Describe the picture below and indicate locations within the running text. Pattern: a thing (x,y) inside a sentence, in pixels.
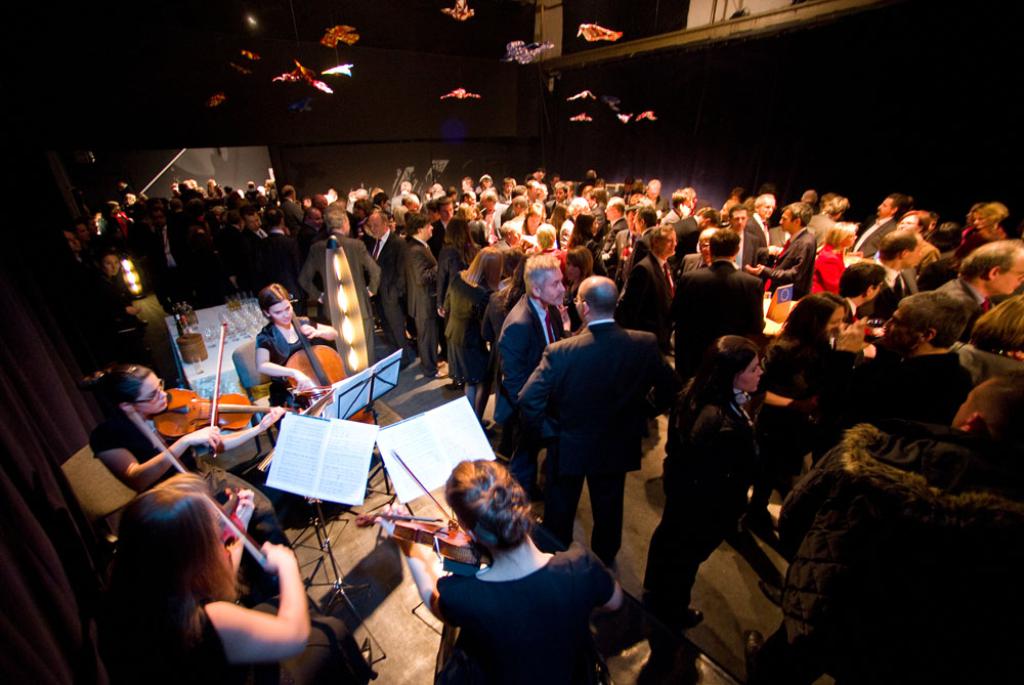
In the image there are many people (612,320). In the left side (146,511) few musicians (155,481) are playing violin (456,554). In front of them there are music notes (327,446) which is attached on a stand (348,590). There is purple curtain (35,338) in the left side (11,477). In the right side (832,502) people (446,218) are standing. In the top (530,51) there are many hangings (523,62).
